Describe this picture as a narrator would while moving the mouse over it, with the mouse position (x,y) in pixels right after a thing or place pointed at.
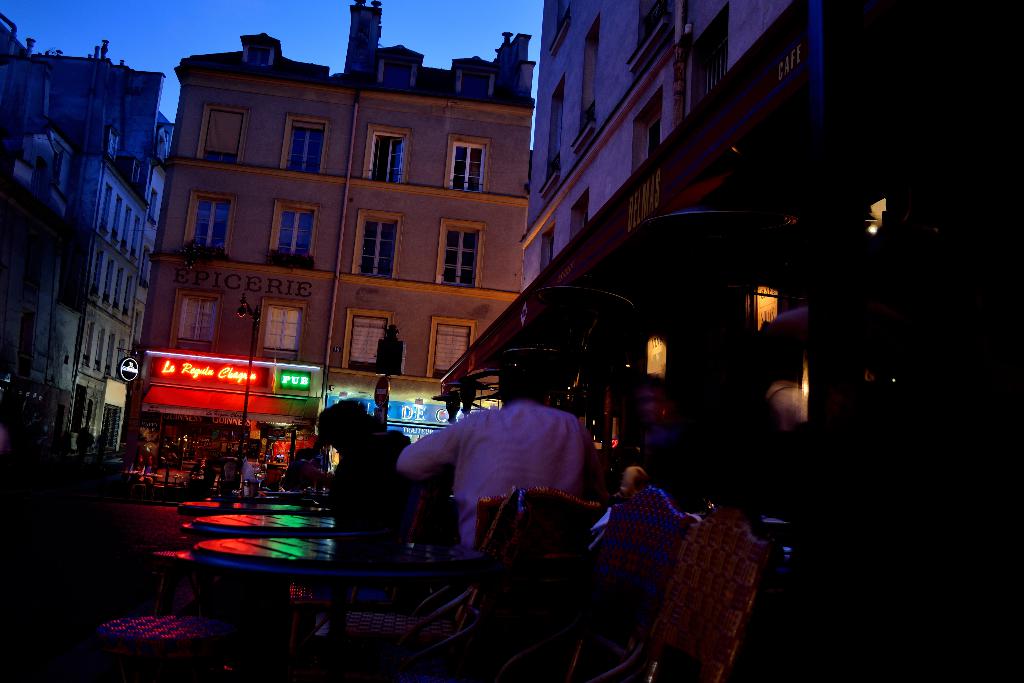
This is looking like a busy street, There are buildings (95,300) around the place. Few people (371,455) are there on the street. This is night time. There are hoardings (283,384) in front of the shop (295,429).
